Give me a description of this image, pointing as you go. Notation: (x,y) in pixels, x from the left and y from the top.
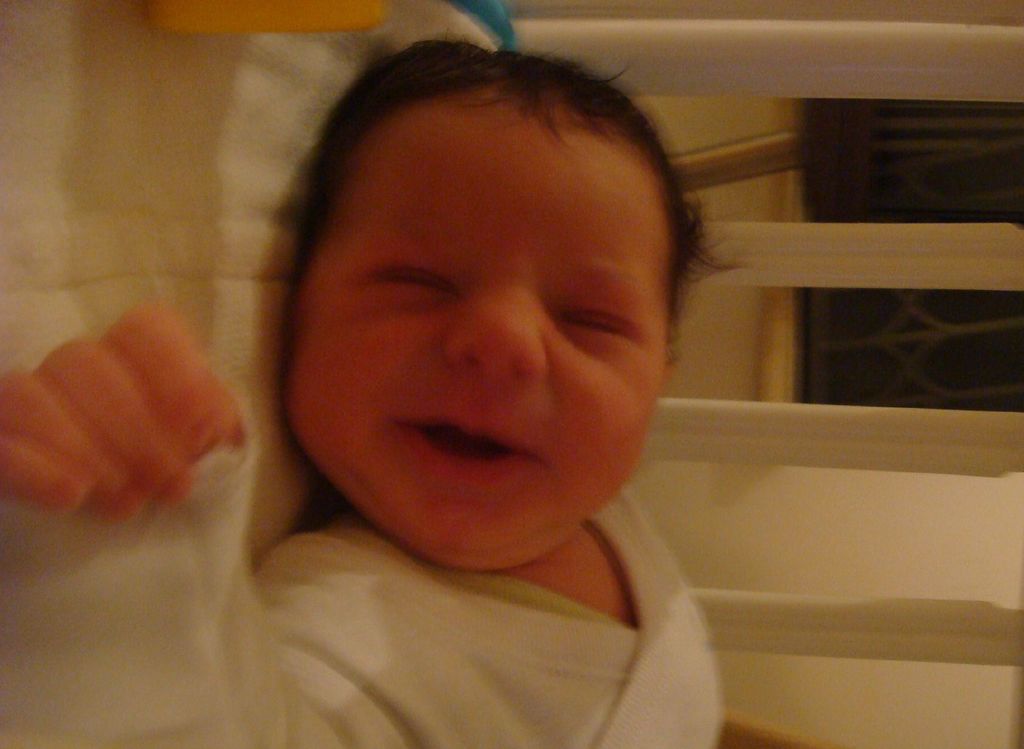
In this image a baby (385,513) is lying on a bed (216,273). These are wooden fence (822,644). In the background (815,171) there is a window (870,181).
